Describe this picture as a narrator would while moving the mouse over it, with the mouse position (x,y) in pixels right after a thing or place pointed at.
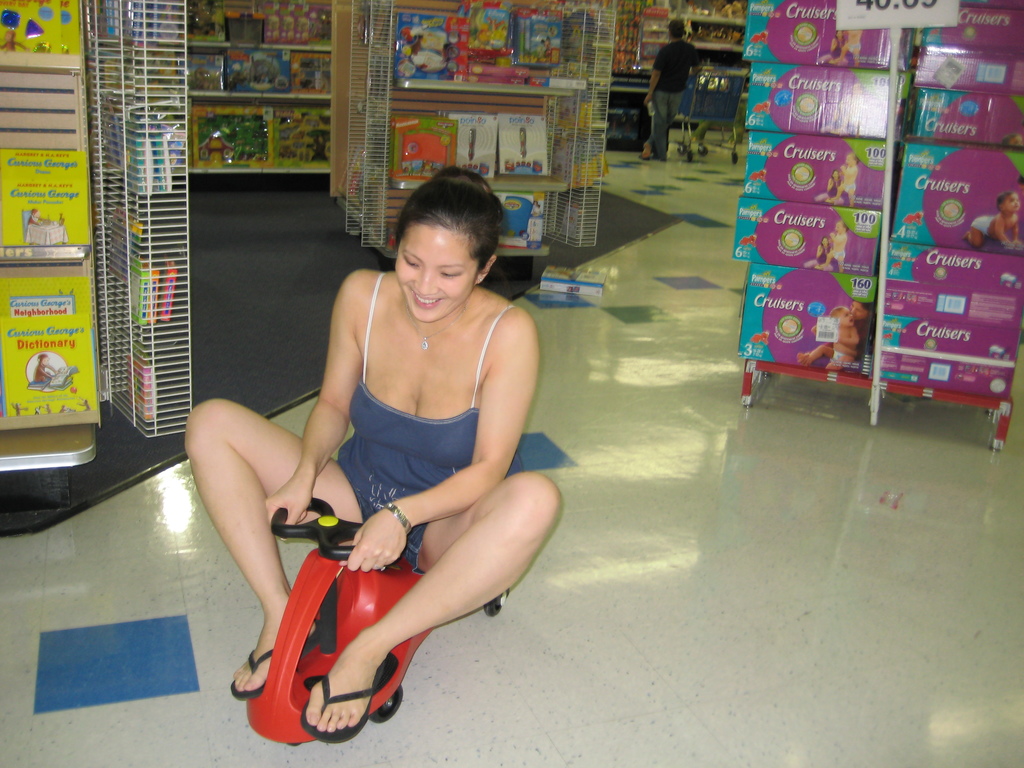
In this image, we can see the interior view of a store (578,208). We can see some shelves (501,107) with objects (993,108). There are a few people (475,277). Among them, we can see a lady (487,266) riding a toy vehicle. We can also see a trolley (706,119). We can also see a board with some text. We can see the ground (630,465) with an object (571,285). We can also see the mat (291,334).
